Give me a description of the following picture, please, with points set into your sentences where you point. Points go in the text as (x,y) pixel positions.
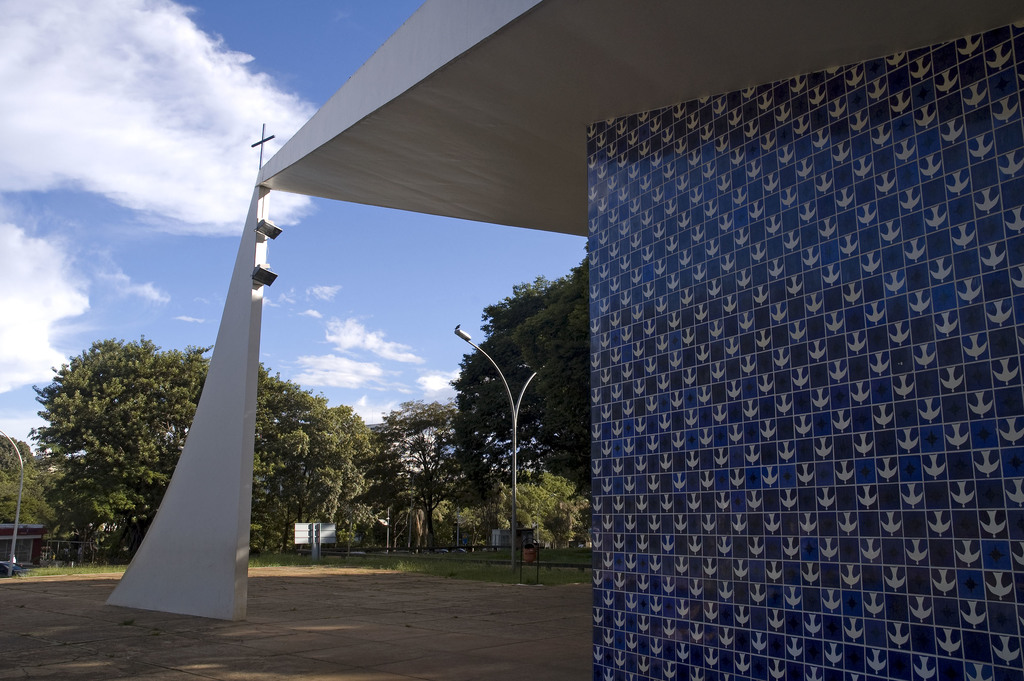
In this picture we can see designed wall (674,171), grass (333,556), cross symbol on white object (235,335), ground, boards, poles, lights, house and trees (69,528). In the background of the image (148,73) we can see the sky (253,65) with clouds (227,93).
